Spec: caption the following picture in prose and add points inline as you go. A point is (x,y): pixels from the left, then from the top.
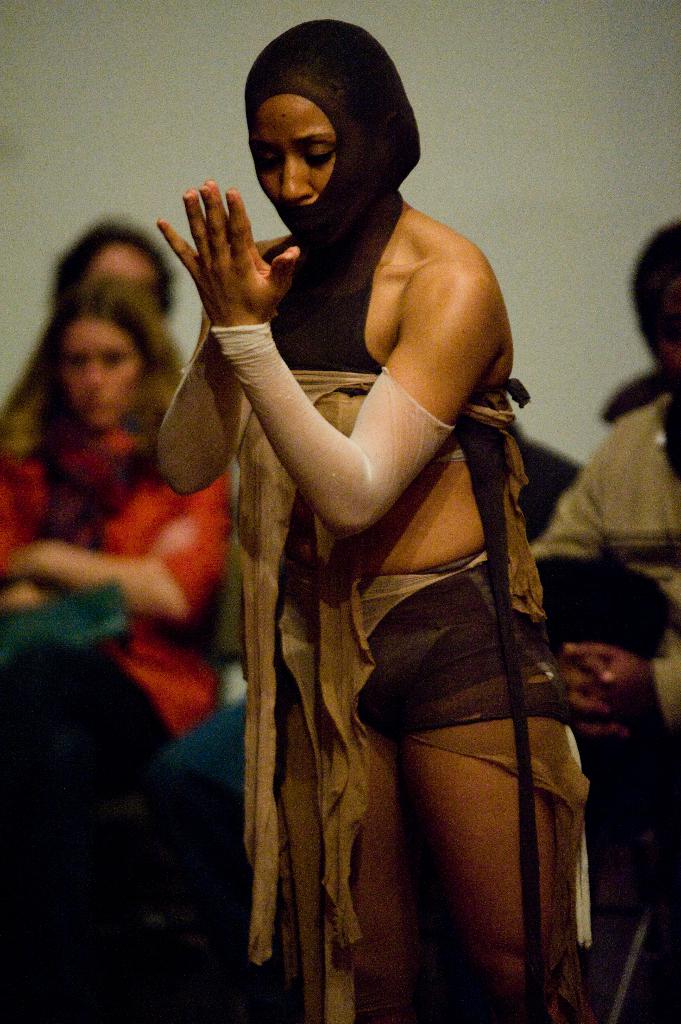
In this picture we can see one woman (311,556) is standing, behind we can see some people (194,558) are sitting and holding bags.
